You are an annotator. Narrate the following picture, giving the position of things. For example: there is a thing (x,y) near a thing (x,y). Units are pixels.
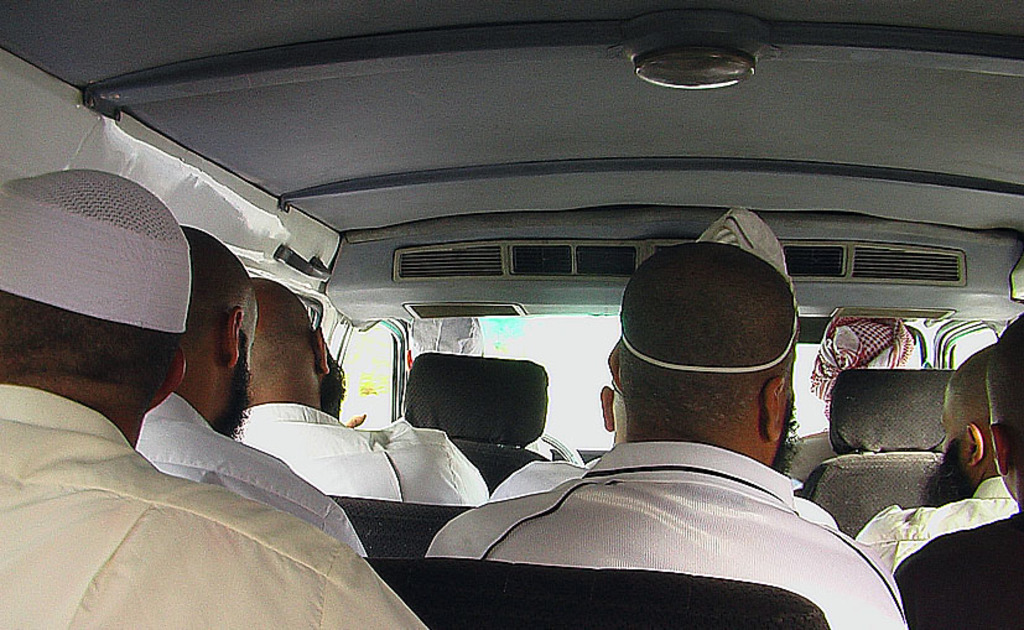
This image is inside a car (654,187) where few people (446,438) are sitting by wearing white dress (635,468).
